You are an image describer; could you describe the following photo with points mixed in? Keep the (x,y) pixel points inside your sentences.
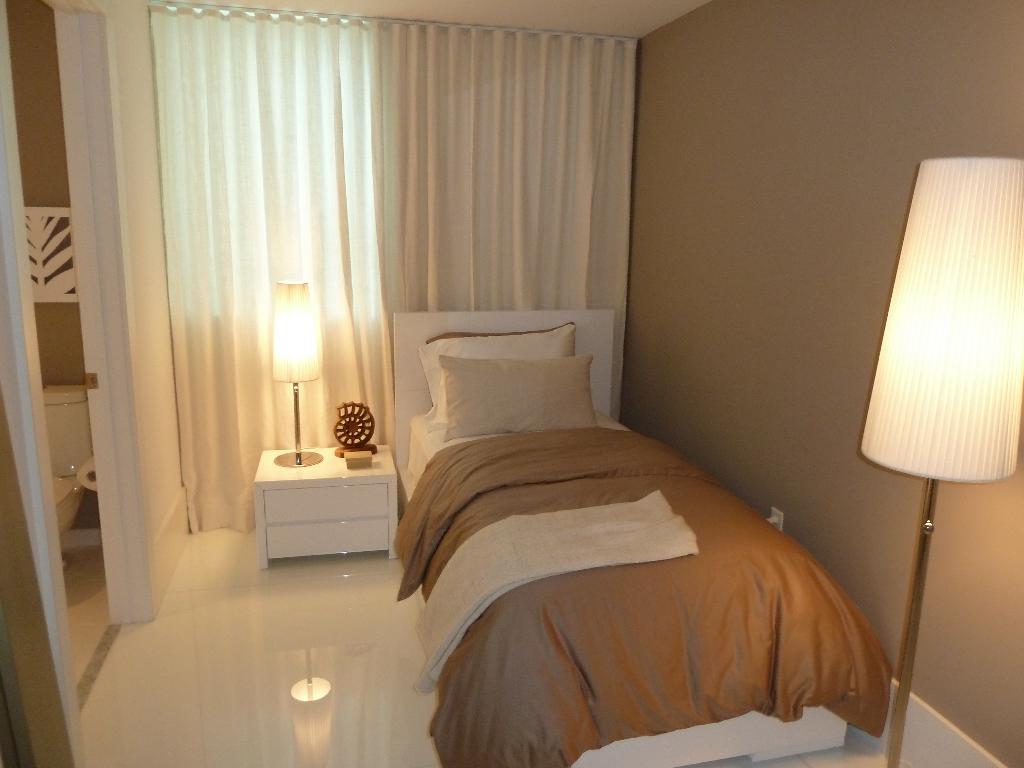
This picture shows the inner view of a room (429,234). There are two pillows (461,359), one towel (577,553), one bed (579,459), one bedside table (324,474), one bathroom (72,546), one paper roll (93,480), some objects (32,277) attached to the wall (42,319), two lights (953,360), one curtain (310,383) and some objects (352,440) on the table (309,481).
